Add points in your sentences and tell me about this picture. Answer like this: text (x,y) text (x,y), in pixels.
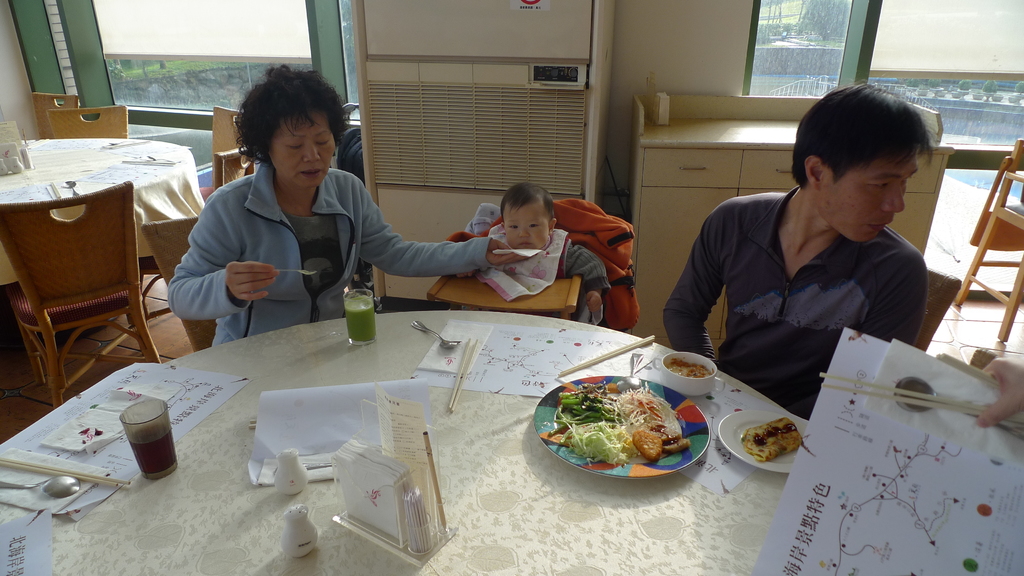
The picture is clicked inside a restaurant (582,234) where there are two people (816,268) eating on the table (245,474) and in the background (553,264) we can find a small kid (546,248) on a high chair (564,290). There is also a glass window (211,65).
